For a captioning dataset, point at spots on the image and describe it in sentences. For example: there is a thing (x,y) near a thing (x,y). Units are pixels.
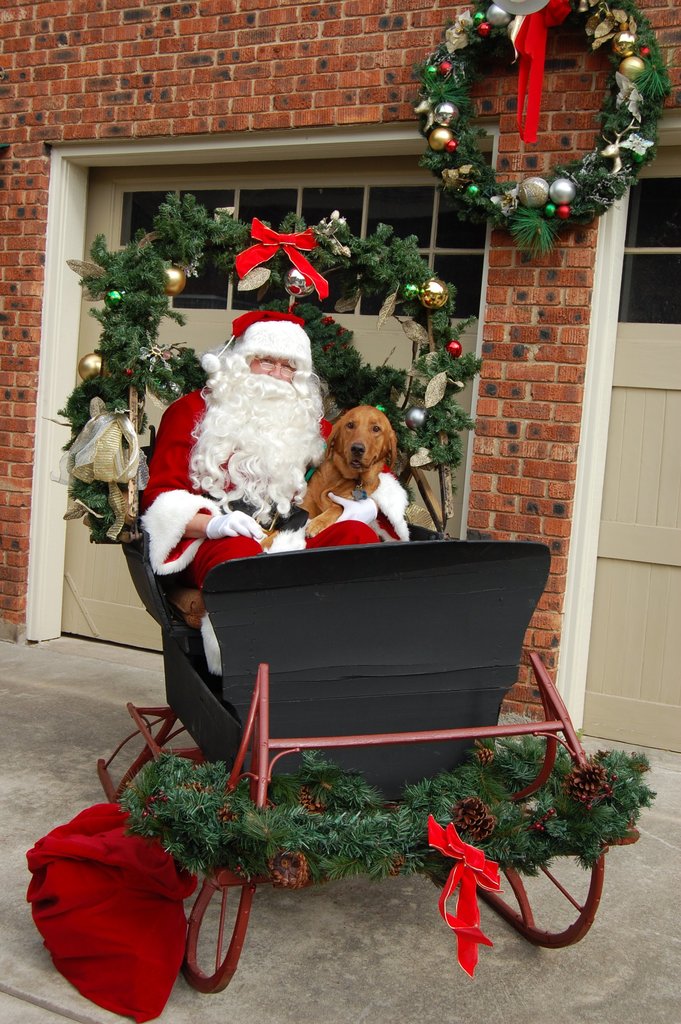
In this picture there is a santa claus (246,472) and a dog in a decorated trolley (144,306) and there is a door (291,167) in the background area of the image (214,184).
